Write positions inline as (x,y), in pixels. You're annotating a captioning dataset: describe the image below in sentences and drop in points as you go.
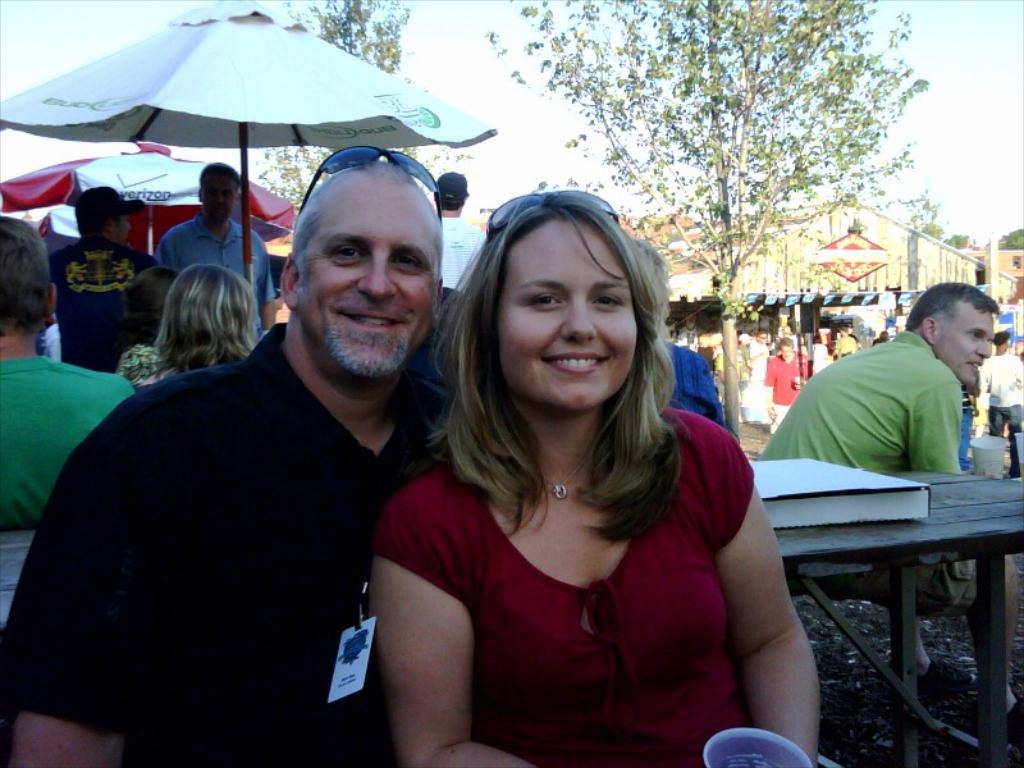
there are two people (531,425) a person (404,412) and a woman (542,450) are sitting together, behind them there are many people (831,409) sitting and standing, there is a tent (285,94), there are many trees (722,187) buildings (886,262), here we can also see the clear sky (615,173).
